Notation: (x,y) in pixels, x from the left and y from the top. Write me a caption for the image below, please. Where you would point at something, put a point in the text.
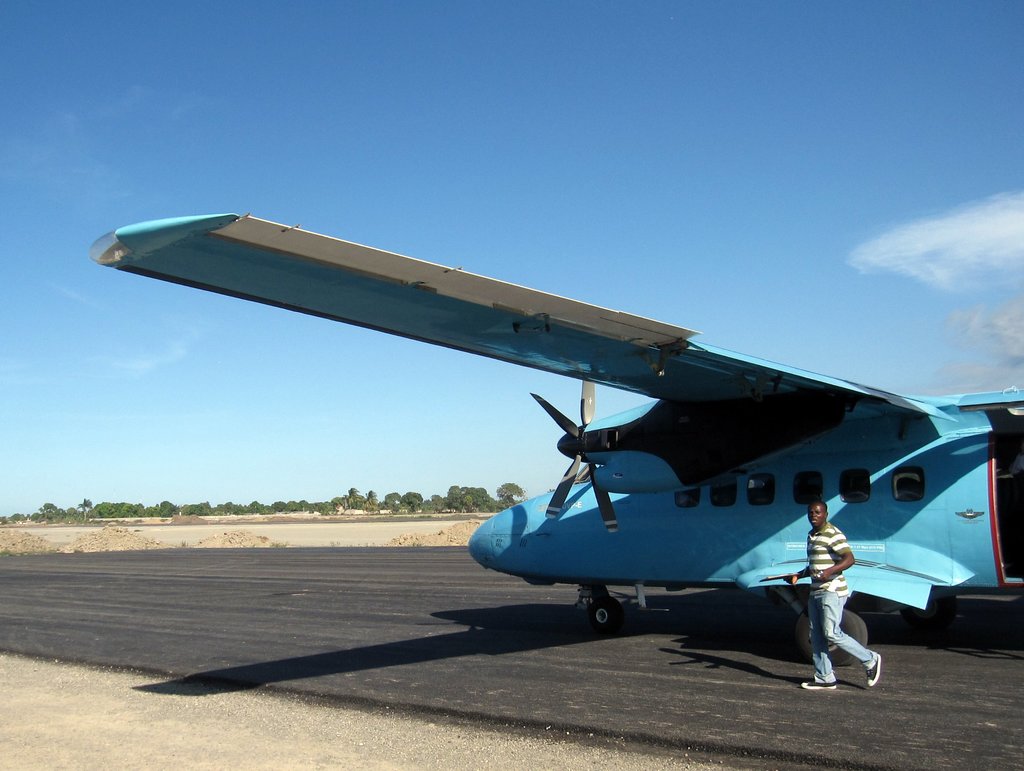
In this picture we can see an airplane (589,486), beside the plane (772,555) we can see a man (834,533), in the background (59,512) we can find few trees (502,499) and clouds (944,232).
